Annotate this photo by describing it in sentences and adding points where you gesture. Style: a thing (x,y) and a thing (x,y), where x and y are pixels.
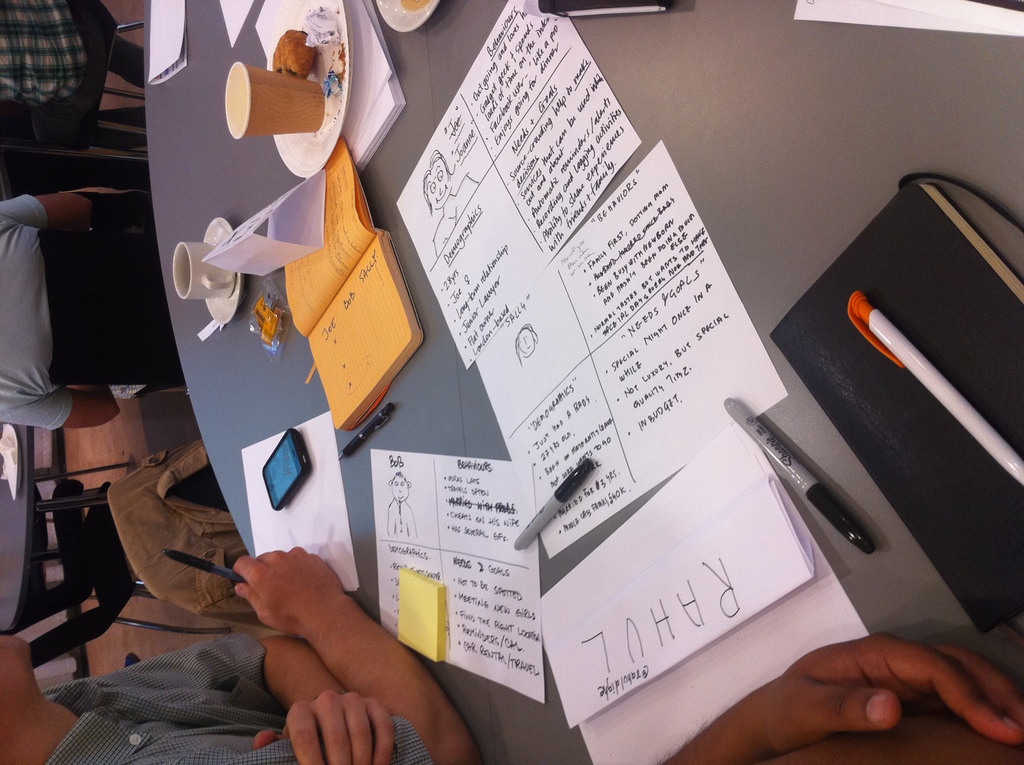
In this picture we have a round table (826,127) on which many things (492,388) are kept. There are papers (623,430), cups (317,118) and saucers (305,136), books (351,338), mobile phone (297,455), pen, etc. A person (335,649) is sitting.
